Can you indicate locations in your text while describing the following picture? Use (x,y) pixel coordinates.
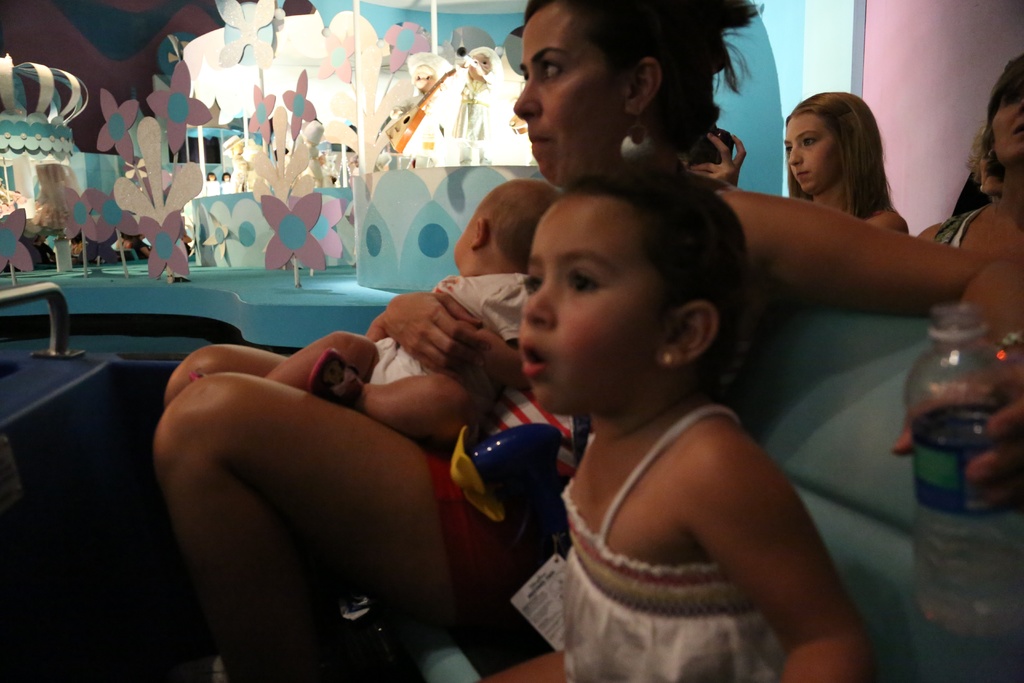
In the image we can see there are people (560,297) sitting on the chair sofa (801,462) and the woman (978,285) is holding water bottle (939,417) in her hand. Behind there are toys (477,125) and flower statue (290,212) kept on the stage (266,286).
